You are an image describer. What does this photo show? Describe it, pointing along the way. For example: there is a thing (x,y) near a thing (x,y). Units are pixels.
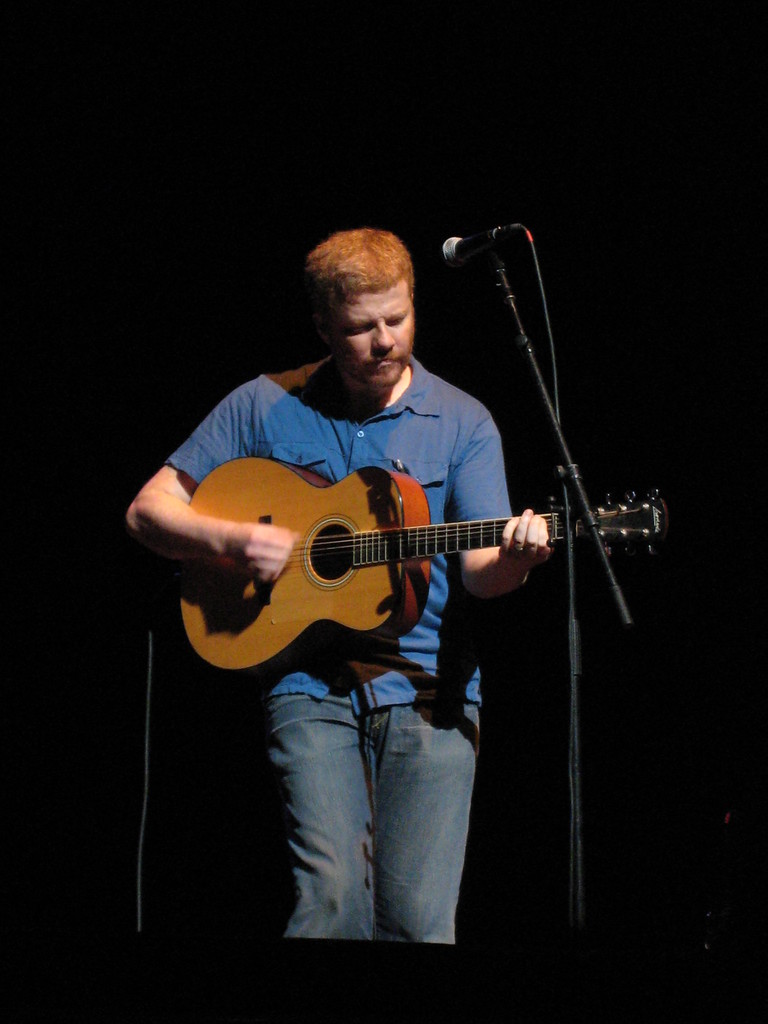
In this picture we can see a man (294,398) who is playing guitar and this is mike (464,254).
